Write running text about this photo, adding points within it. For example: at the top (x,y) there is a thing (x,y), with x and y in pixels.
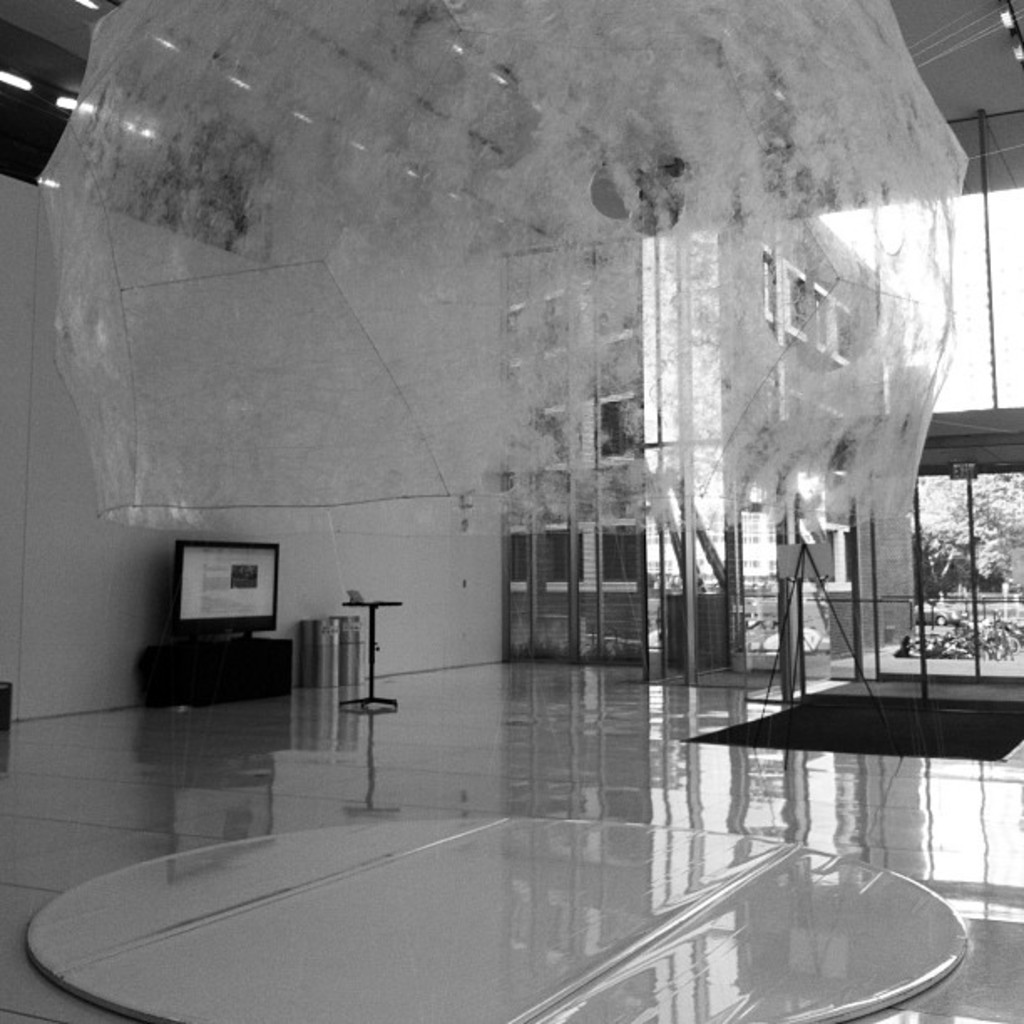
This is a black and white image and this is an inside view of a room (235,674). On the left side (235,614), I can see a monitor (224,591) is placed on a table (266,662). Beside this two bins (334,655) are placed on the floor (322,696). In the background (938,488) there is a glass (960,535) through which we can see the outside view. In the outside I can see the plants (941,571). At the top (71,98) there are some lights (58,101).
